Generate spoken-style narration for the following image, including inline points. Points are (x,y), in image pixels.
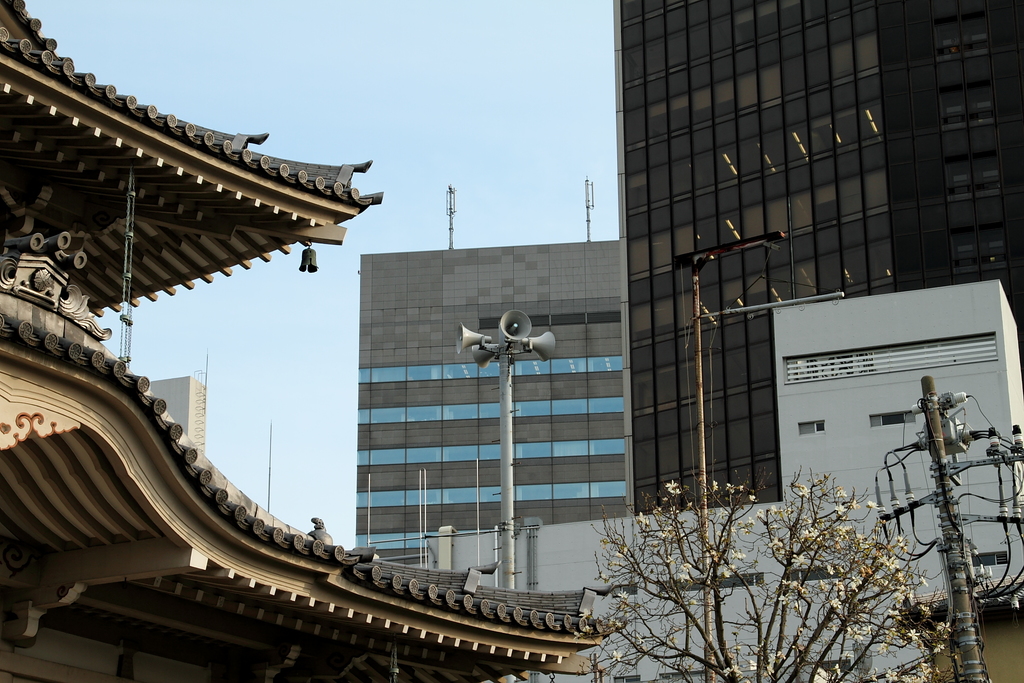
In this image there are buildings (160,479), on top of the buildings (432,255) there are antennas (453,228) and there are trees (873,572), electric poles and a pole (501,367) with speakers (488,359) on it.
